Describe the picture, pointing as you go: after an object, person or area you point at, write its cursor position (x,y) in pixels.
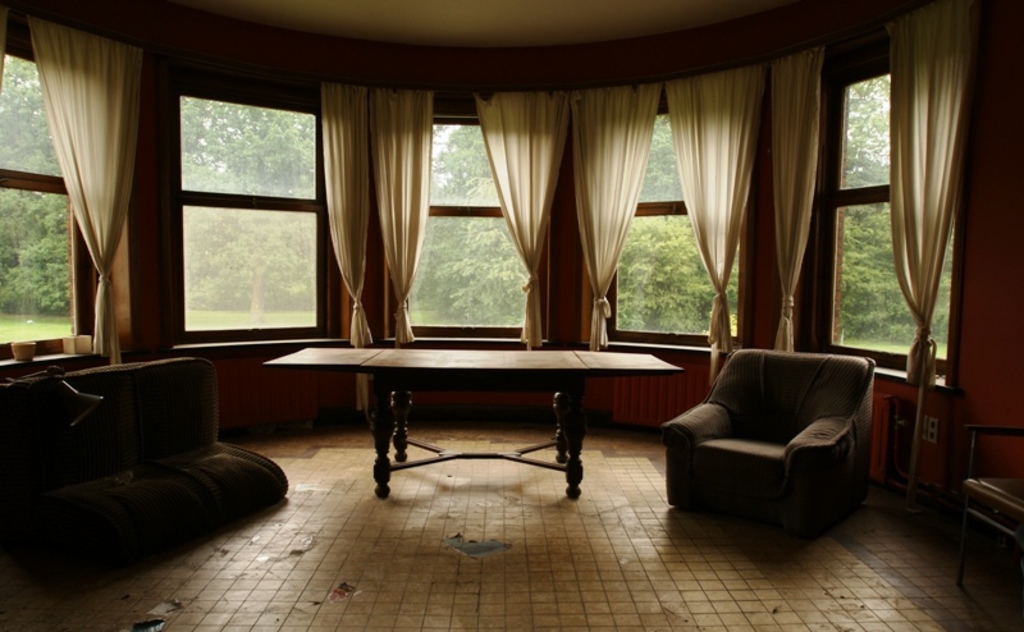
This is a room (427,426). In this room (205,448) there is a sofa (195,458), chair (763,437), table (475,372), curtains (351,214), window (885,199). In the background (661,265) there are trees (278,214).
